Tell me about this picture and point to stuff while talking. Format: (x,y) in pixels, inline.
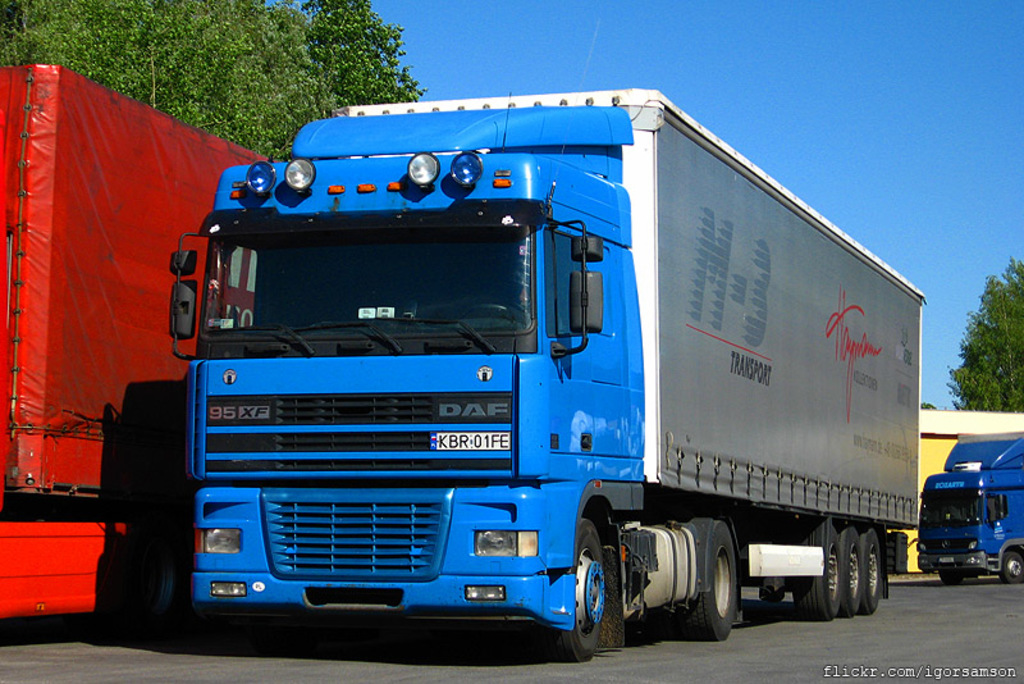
In this image I can see few blue colour trucks (584,434), a red colour thing (188,242), few trees (352,41), the sky (727,98) and on this truck (602,287) I can see something is written at few places. I can also see a watermark (951,670) over here.
